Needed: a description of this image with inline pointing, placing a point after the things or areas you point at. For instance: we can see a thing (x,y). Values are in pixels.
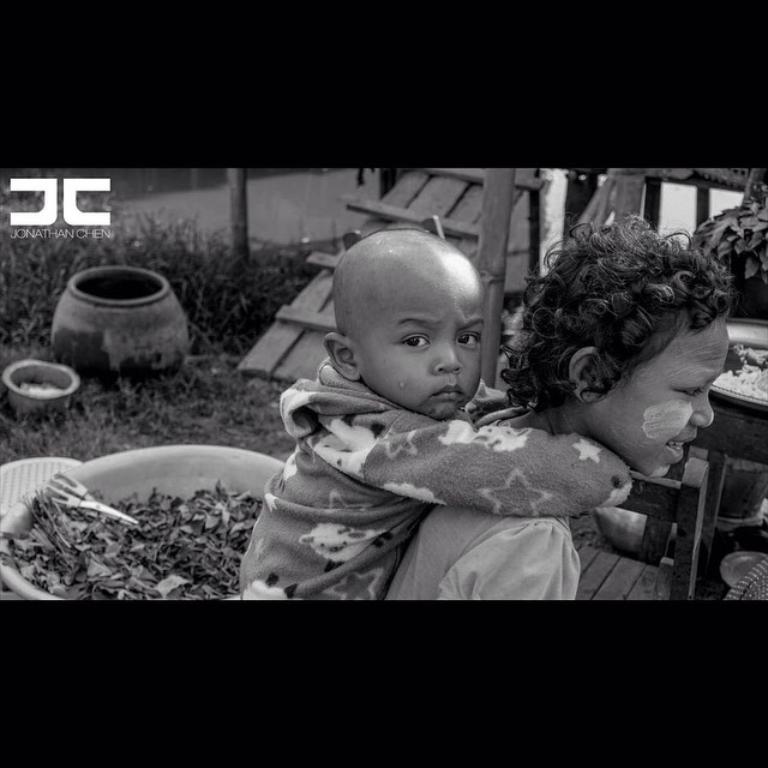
In this image we can see a kid (479,592) carrying another kid (367,509), there is a bowl (187,462) with scissor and few objects (175,538) and there is a pot (112,350), a bowl (58,385) beside the pot (126,342) on the grass (183,283), a wooden plank (275,372), wooden sticks (476,234) and few other objects (700,484) in the background (701,450).
